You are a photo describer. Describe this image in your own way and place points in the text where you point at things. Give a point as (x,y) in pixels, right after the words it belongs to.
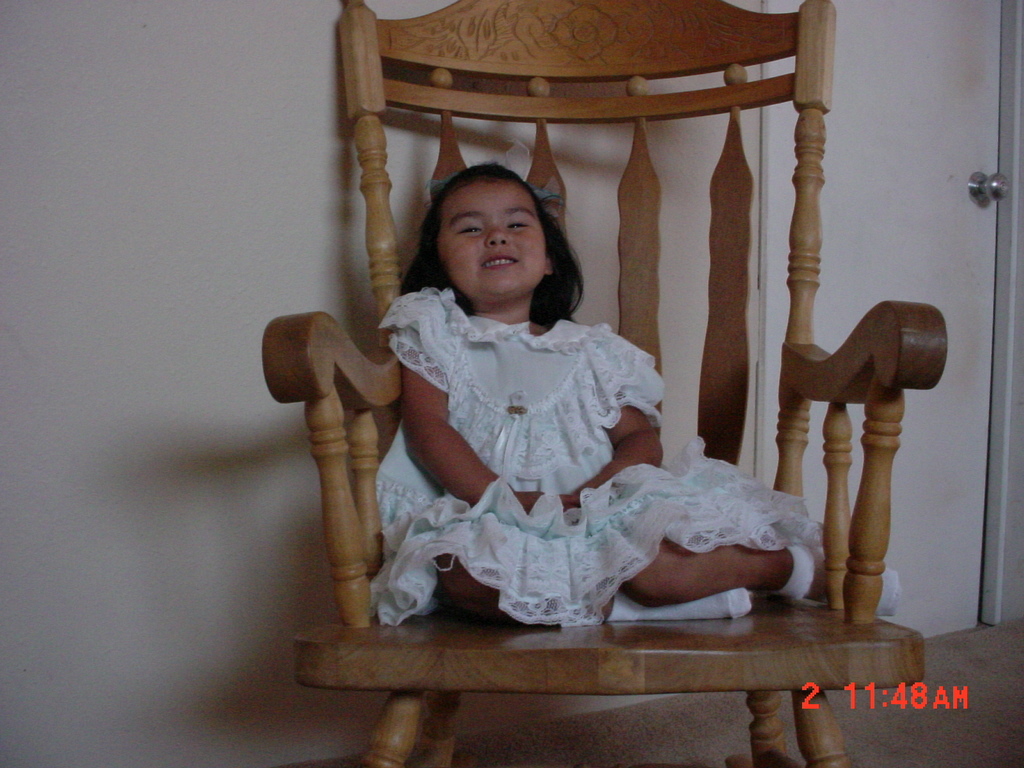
In this image i can see a girl (479,424) sitting on a chair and laughing at the back ground (243,174) i can see a wall (227,172) and a door (883,258).
